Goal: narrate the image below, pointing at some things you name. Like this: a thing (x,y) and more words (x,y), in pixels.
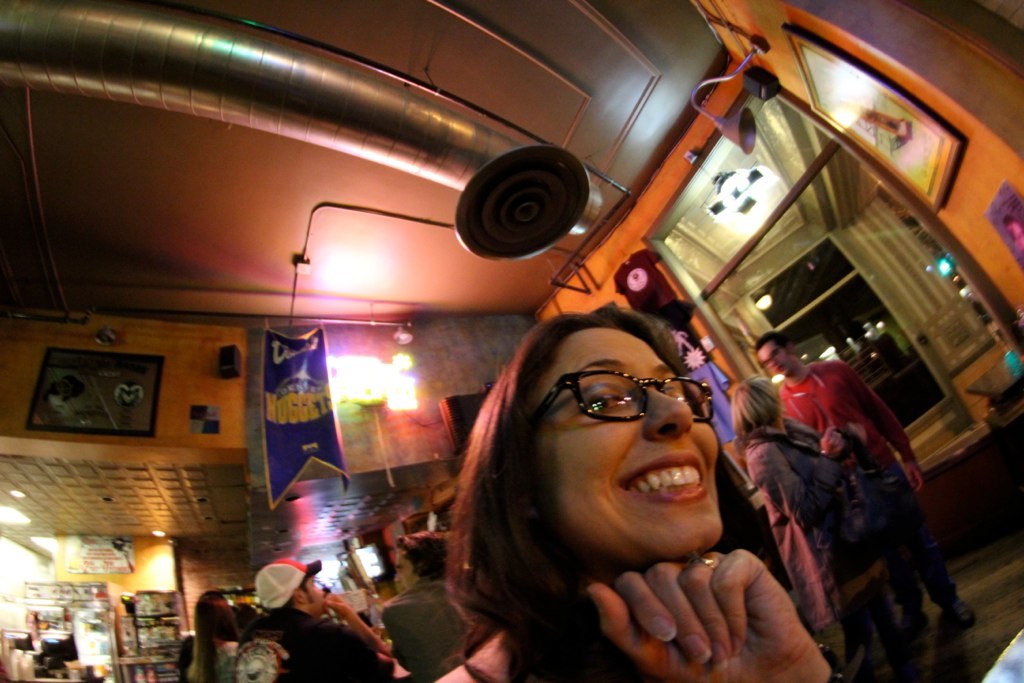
In front of the picture, we see a woman (660,580) who is wearing the spectacles (634,383) is sitting. She is smiling and she is posing for the photo. Behind her, we see three people (419,609) are sitting on the chairs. Beside her, we see a man (887,450) and a woman (822,442) are standing. Behind them, we see a wall (991,241) and the lights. On the right side (976,228), we see a wall (976,228) on which a photo frame (895,154) and a poster (1004,232) are placed. In the background (97,617), we see the objects (121,615). Behind that, we see a wall (178,572). At the top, we see a banner (299,425) in blue color with some text (300,415) written on it. Beside that, we see a light (375,383). We see a photo frame (131,397) is placed on the wall (169,378). At the top (252,151), we see the roof (423,285) of the building (650,165).
